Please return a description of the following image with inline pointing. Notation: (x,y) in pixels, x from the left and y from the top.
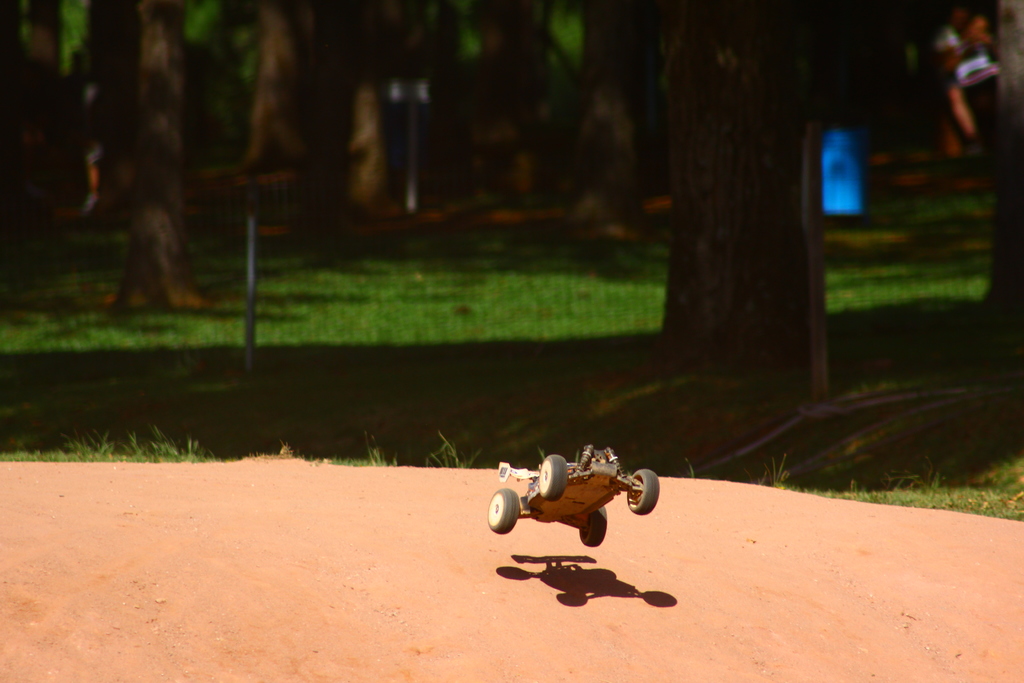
In the center of the image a toy (505,507) is present. In the background of the image (442,248) we can see a mesh (354,257), trees (700,191), grass (553,296) are present. At the bottom of the image (390,601) ground (383,475) is there.
